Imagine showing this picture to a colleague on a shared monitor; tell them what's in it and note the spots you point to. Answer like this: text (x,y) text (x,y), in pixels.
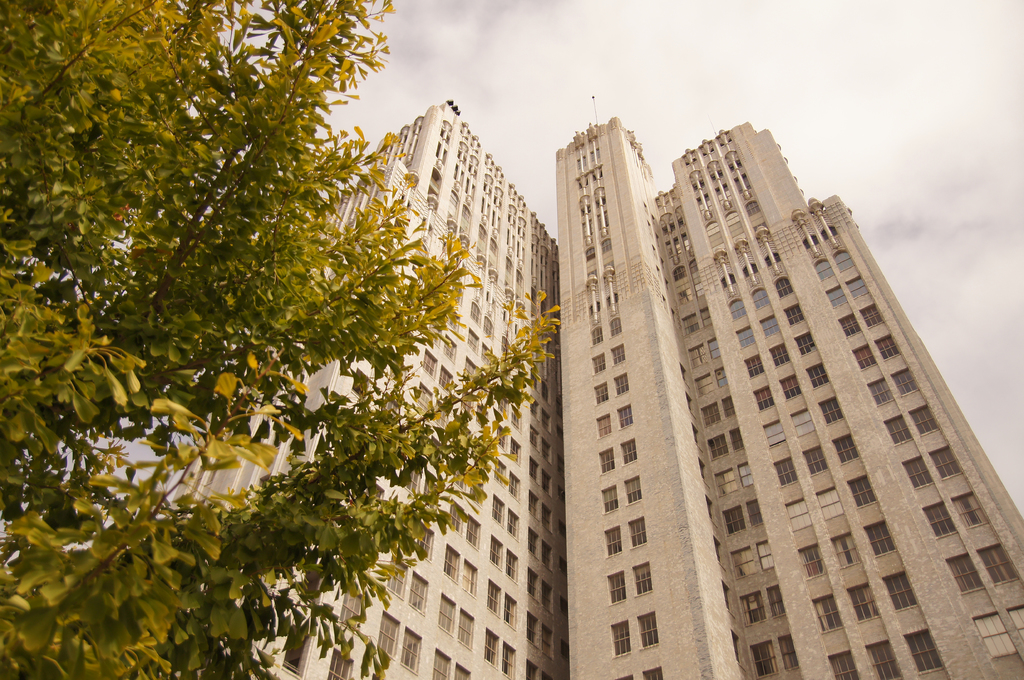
This image consists of buildings (528,523). There is a tree (184,368) on the left side (313,297). There is sky (624,72) at the top (551,65).
